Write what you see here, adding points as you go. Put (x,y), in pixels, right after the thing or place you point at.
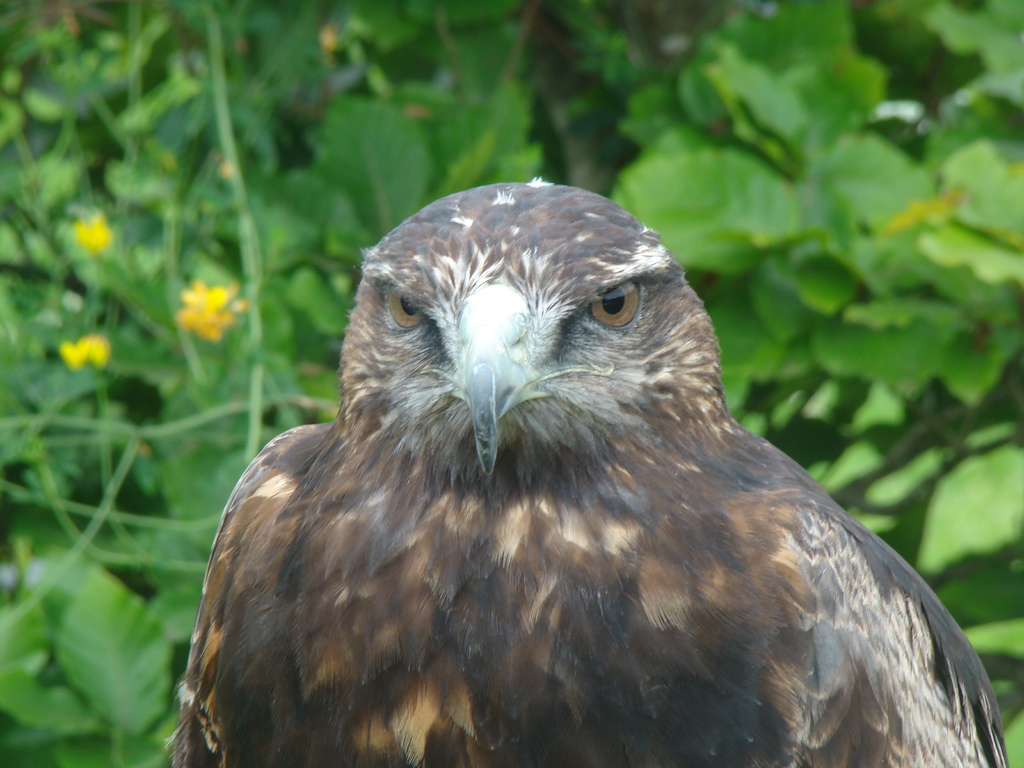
In the center of the image (368,263) there is a eagle (255,730). At the background of the image (38,406) there are leaves (201,377).
